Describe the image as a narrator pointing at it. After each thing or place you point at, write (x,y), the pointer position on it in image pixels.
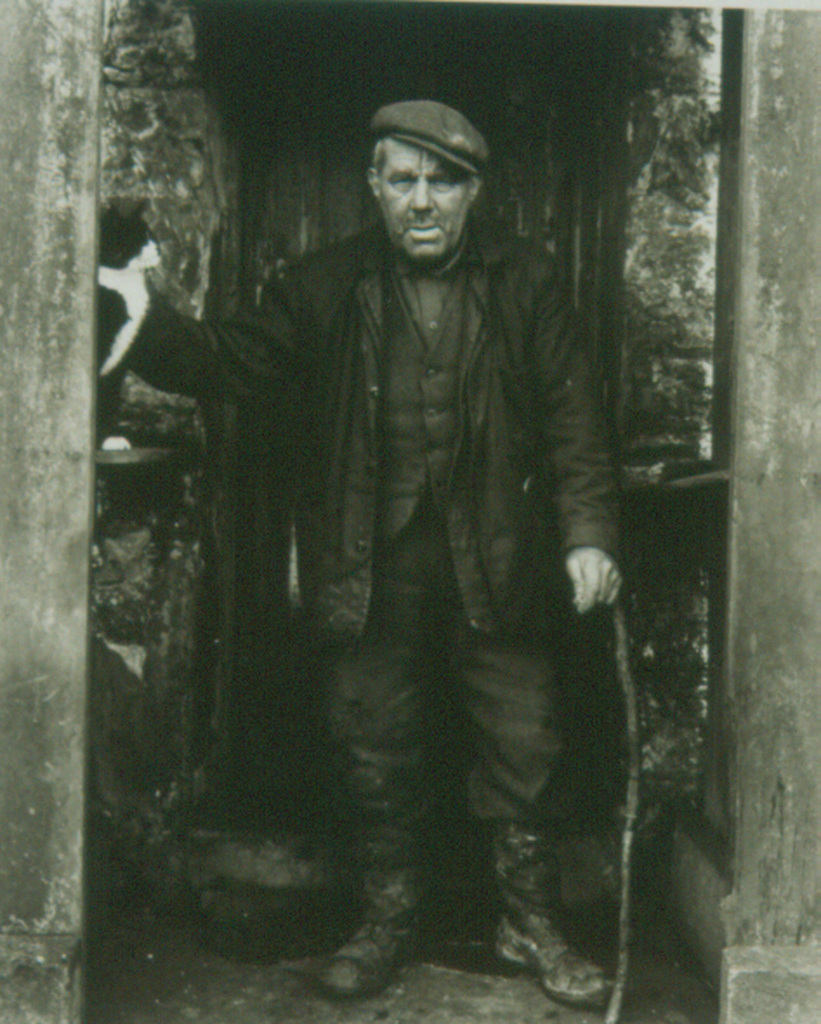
In this image we can see a man (426,701) standing on the floor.
